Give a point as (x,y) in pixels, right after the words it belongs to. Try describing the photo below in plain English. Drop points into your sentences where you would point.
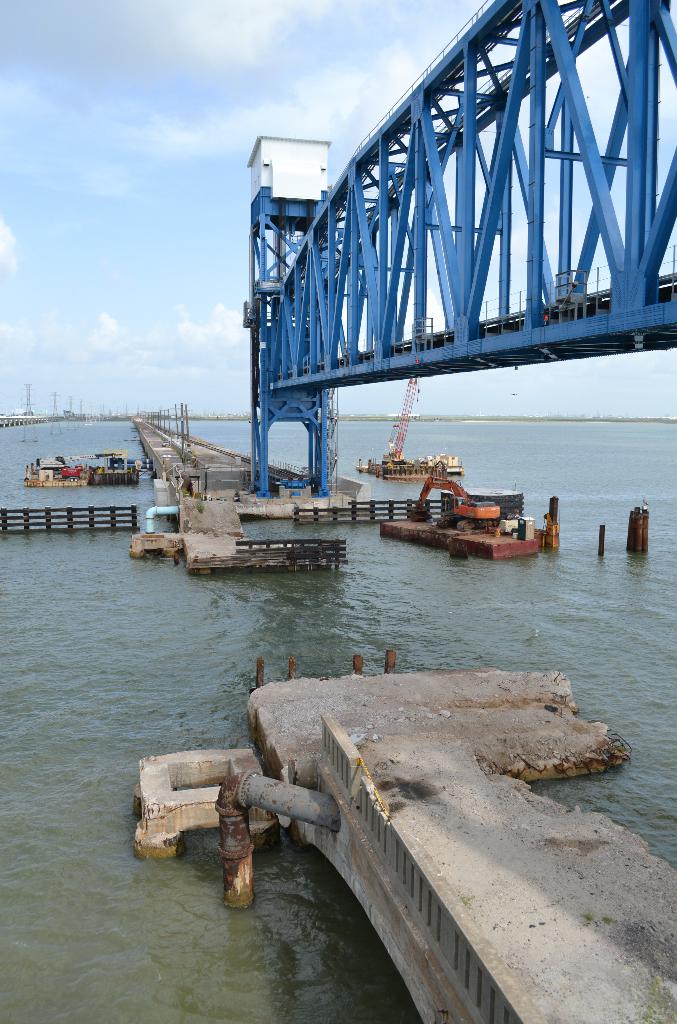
In this image we can see the bridge (580,128), pipes (243,851), fence (290,538), crane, water (465,604) and the sky (168,294) with clouds (302,109) in the background (240,287).
